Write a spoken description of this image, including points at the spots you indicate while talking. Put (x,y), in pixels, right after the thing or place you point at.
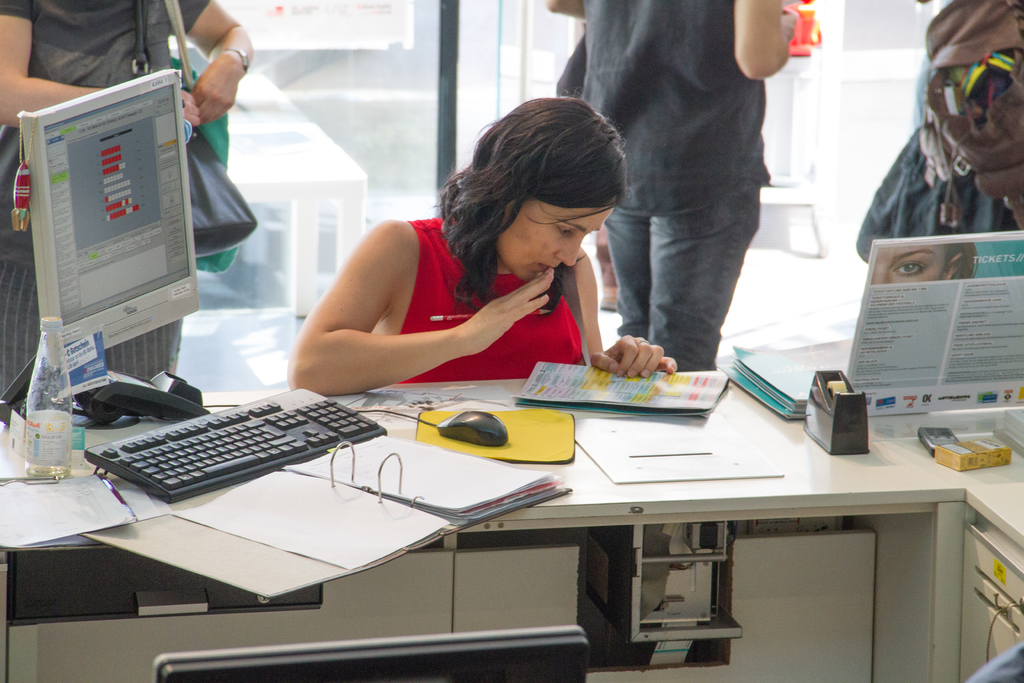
In the center (493,268) we can see one woman (491,327) she is sitting. And in front of her we can see the table (445,401), on table (772,427) we can see the monitor (110,318), keyboard (217,441), mouse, book (441,471), bottle (38,440), papers (458,471) etc. Coming to the background (783,66) we can see two more persons (632,72) were standing.
